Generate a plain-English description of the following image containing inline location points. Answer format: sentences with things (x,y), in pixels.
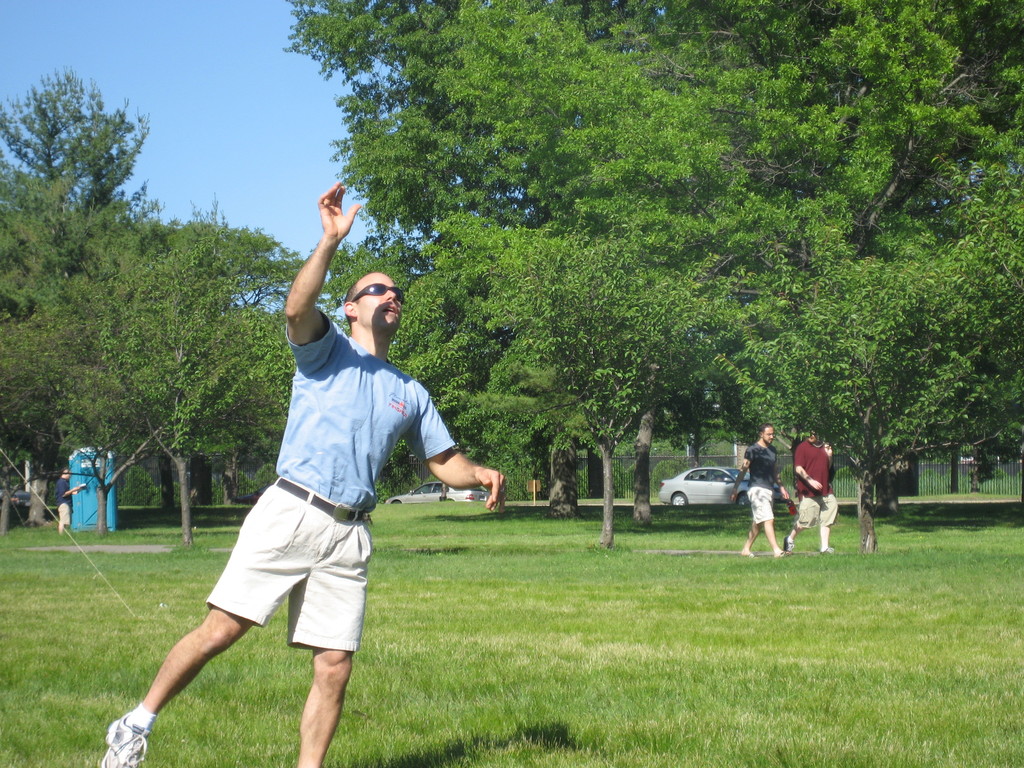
This picture describes about group of people (796,523), few people (796,523) are walking on the grass (799,570), in the left side of the image (289,438) we can see a man (389,404), he wore spectacles (381,293), in the background (402,277) we can see few trees (718,284) and cars (724,489).
